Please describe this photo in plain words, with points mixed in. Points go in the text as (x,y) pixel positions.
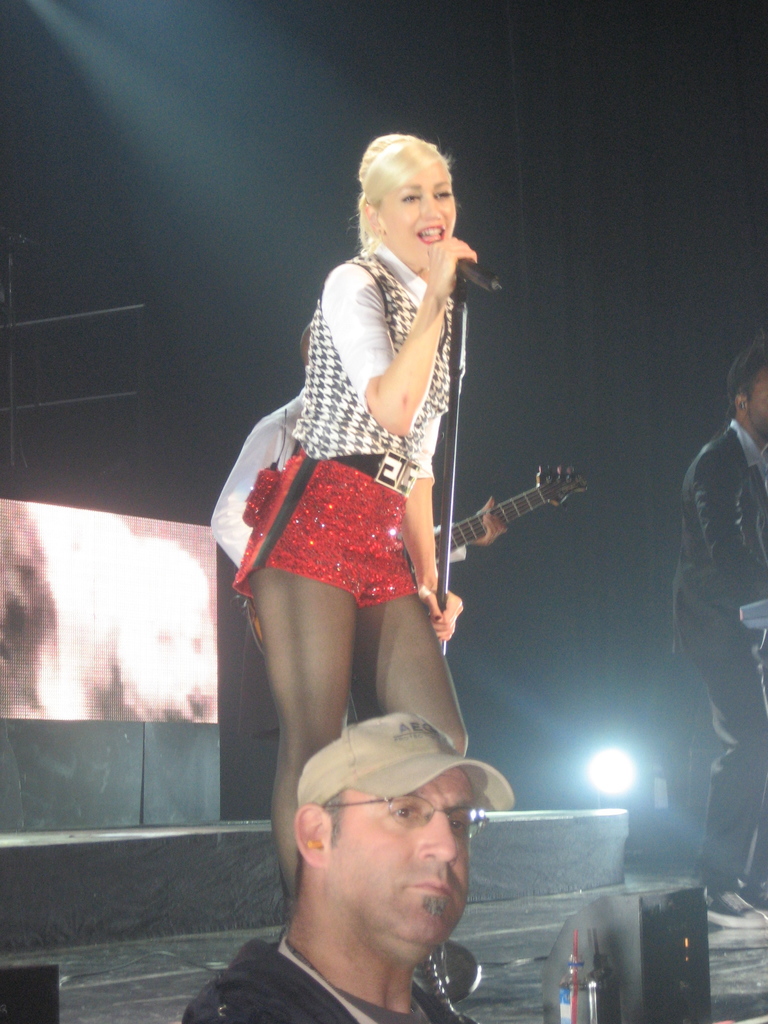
Three persons (337,554) are standing. This person (430,501) holding microphone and singing and this person (491,540) holding guitar (460,536). On the background (176,637) we can see focusing light (595,788) and screen (163,671).
